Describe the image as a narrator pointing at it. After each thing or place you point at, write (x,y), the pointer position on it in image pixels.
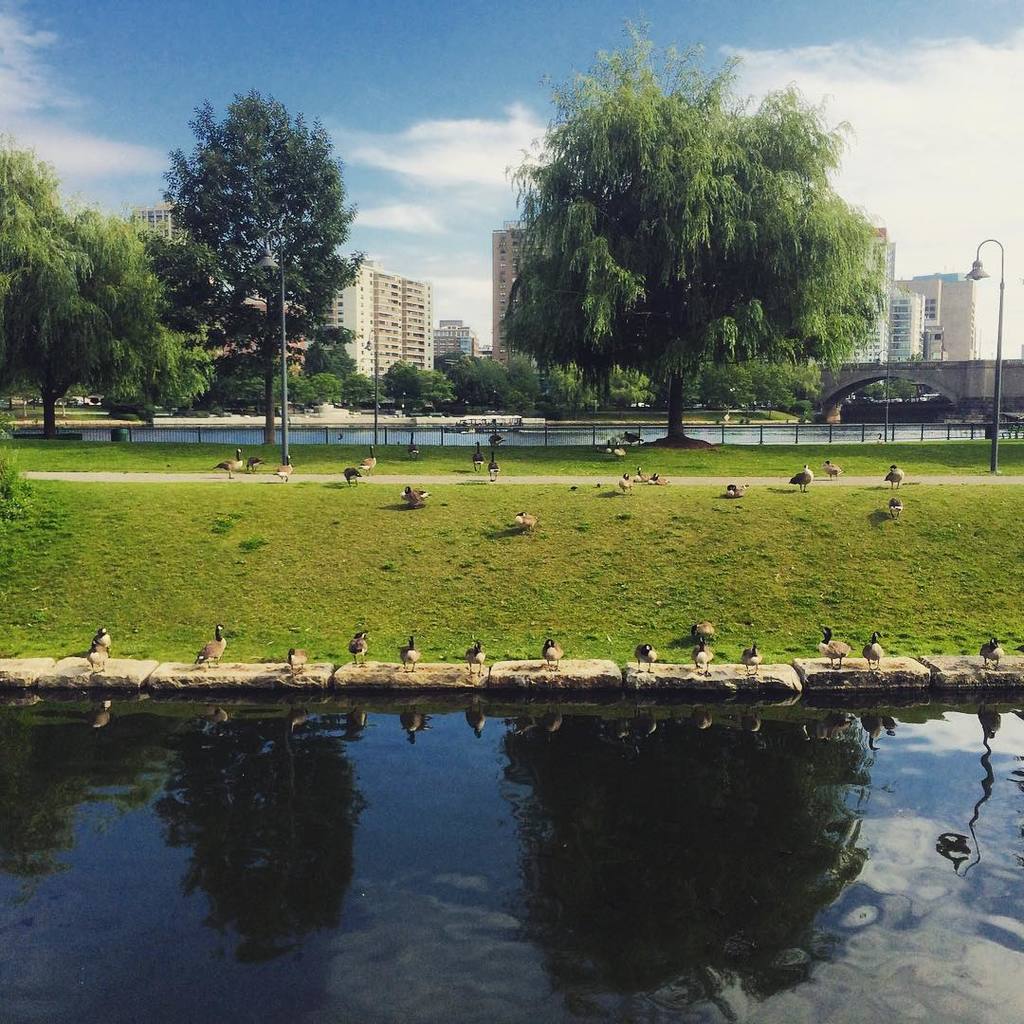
In the picture we can see water (498,919) and behind it, we can see a grass surface (200,466) on it, we can see birds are standing, and behind it, we can see some trees (272,285) and behind it, we can again see water (256,430) and bridge (939,386) on it and beside it we can see some trees (435,382), buildings (388,348) and sky (346,251) with clouds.
